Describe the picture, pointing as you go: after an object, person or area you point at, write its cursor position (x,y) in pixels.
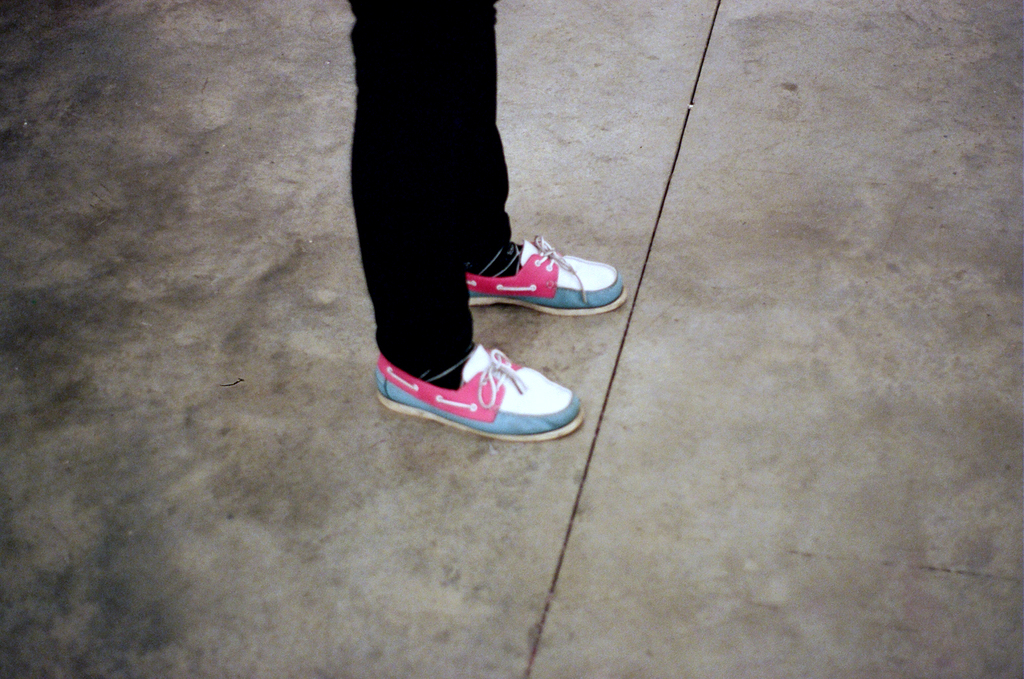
In this image I can see a person's leg (422,289). The person (427,335) is wearing footwears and black color pant (412,212).
